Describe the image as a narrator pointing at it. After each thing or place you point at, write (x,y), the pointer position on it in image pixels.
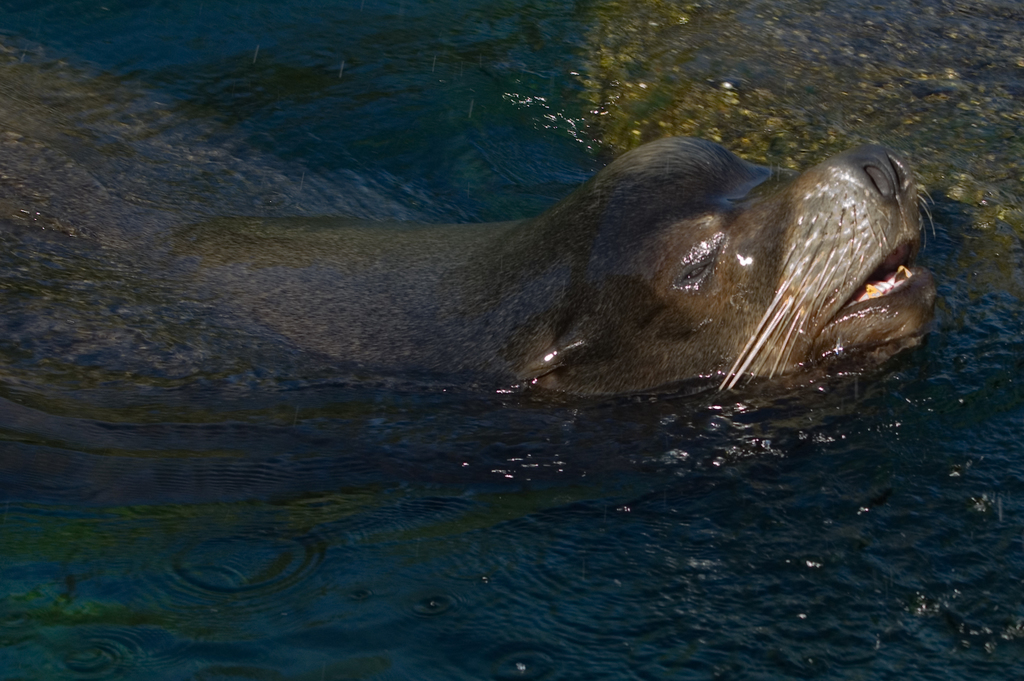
In this picture there is a sea lion (663,358) in the water (495,491).
